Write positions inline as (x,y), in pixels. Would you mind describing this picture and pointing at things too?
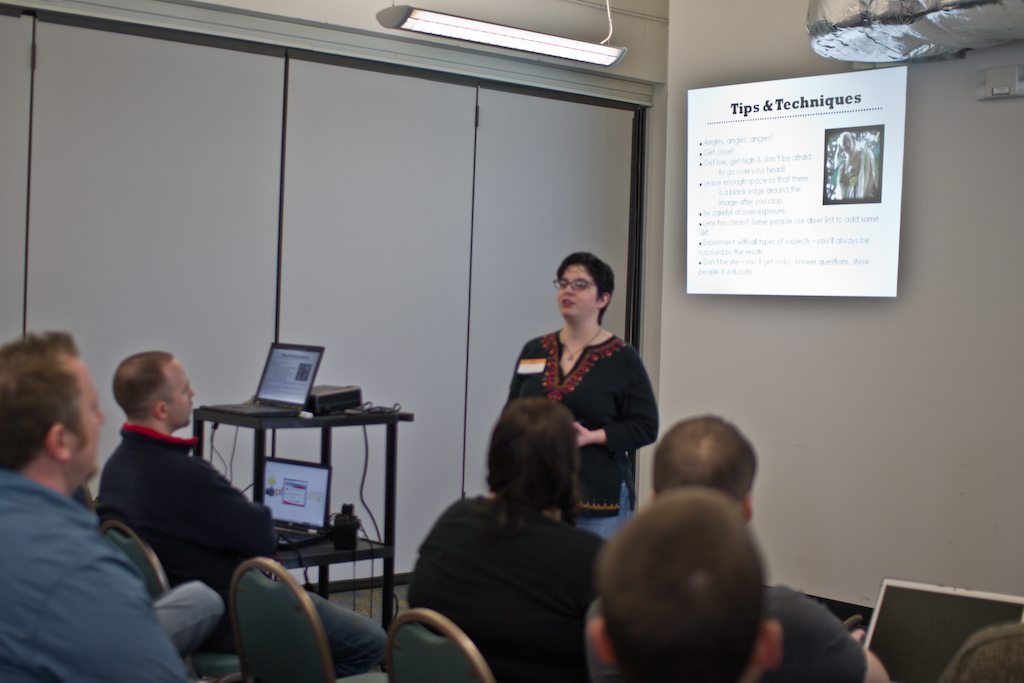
In this picture there are several people (198,600) sitting on the chairs (136,541) and a lady (577,345) opposite to them is explaining them. To the left side of the image (324,395) we find electronic gadgets (304,395) placed on top of a table (327,558) and in the background (744,116) there is a LCD projector (706,101).
